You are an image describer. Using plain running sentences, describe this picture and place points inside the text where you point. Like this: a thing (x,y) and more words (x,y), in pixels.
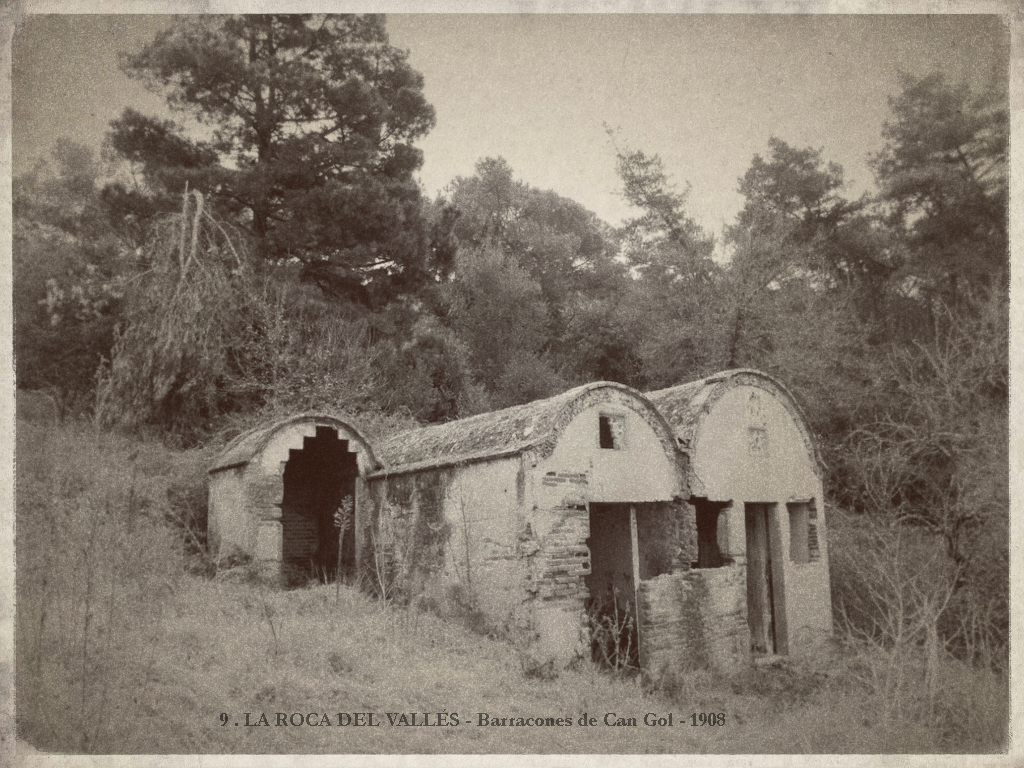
This is a black and white image. Here I can see a house (506,502). At the bottom of the image (321,677) I can see the grass (165,641). In the background (347,285) there are some trees (363,223). On the top of the image (520,59) I can see the sky (598,45).
